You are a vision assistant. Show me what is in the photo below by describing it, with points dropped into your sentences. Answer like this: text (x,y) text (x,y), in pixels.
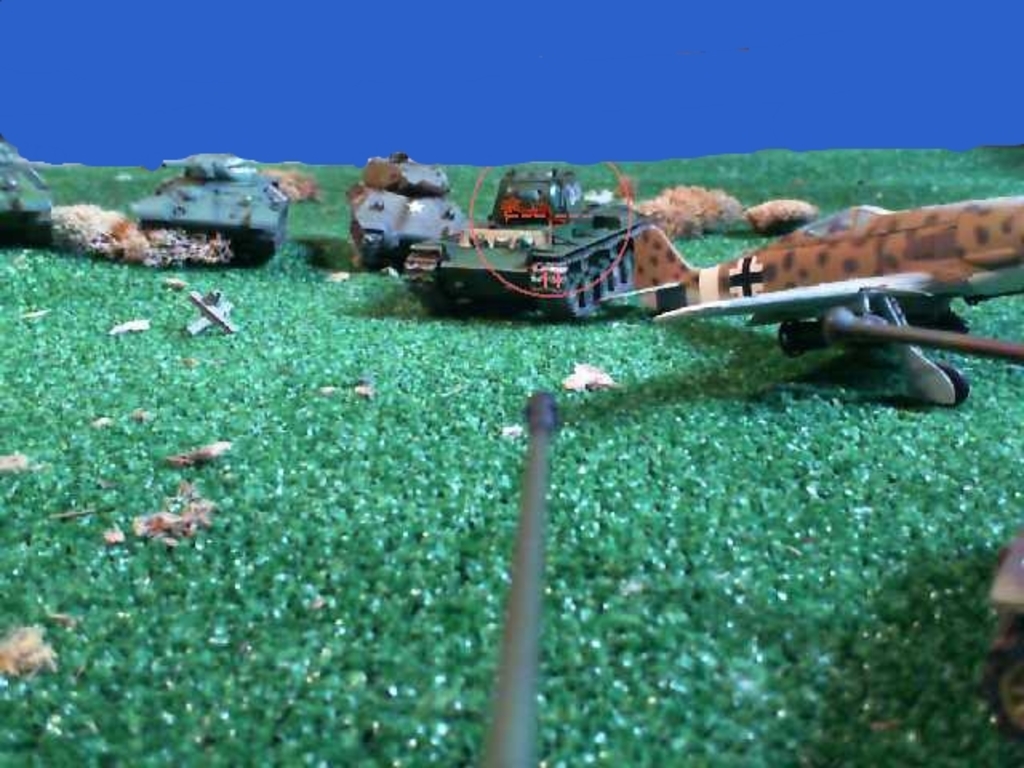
In this image we can see some toy vehicles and some other objects (159,534) on the ground (471,647), in the background (571,126) we can see the sky (725,109).
